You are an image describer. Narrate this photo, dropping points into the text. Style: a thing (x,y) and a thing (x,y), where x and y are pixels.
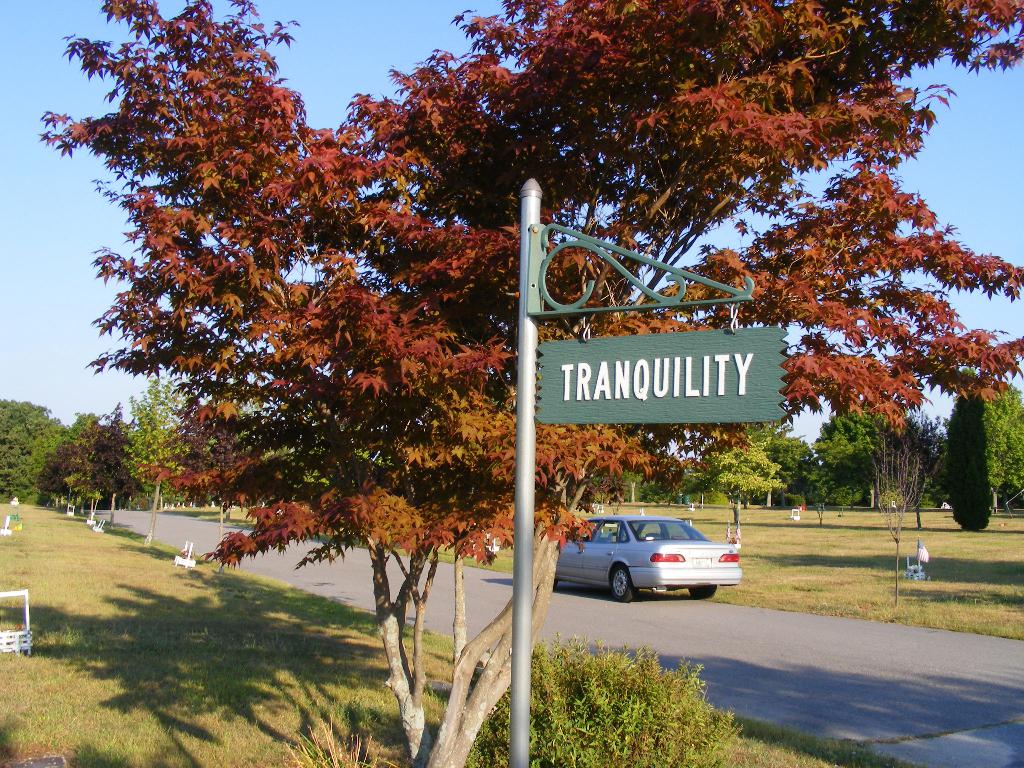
In this image I can see a road (790,613) and trees (278,532) and garden (85,633) on both sides of the road (808,662) and a car (616,580) parked on the roads (595,593) and in the center of the image (560,370) I can see a pole (532,197) with a sign board (556,382).
